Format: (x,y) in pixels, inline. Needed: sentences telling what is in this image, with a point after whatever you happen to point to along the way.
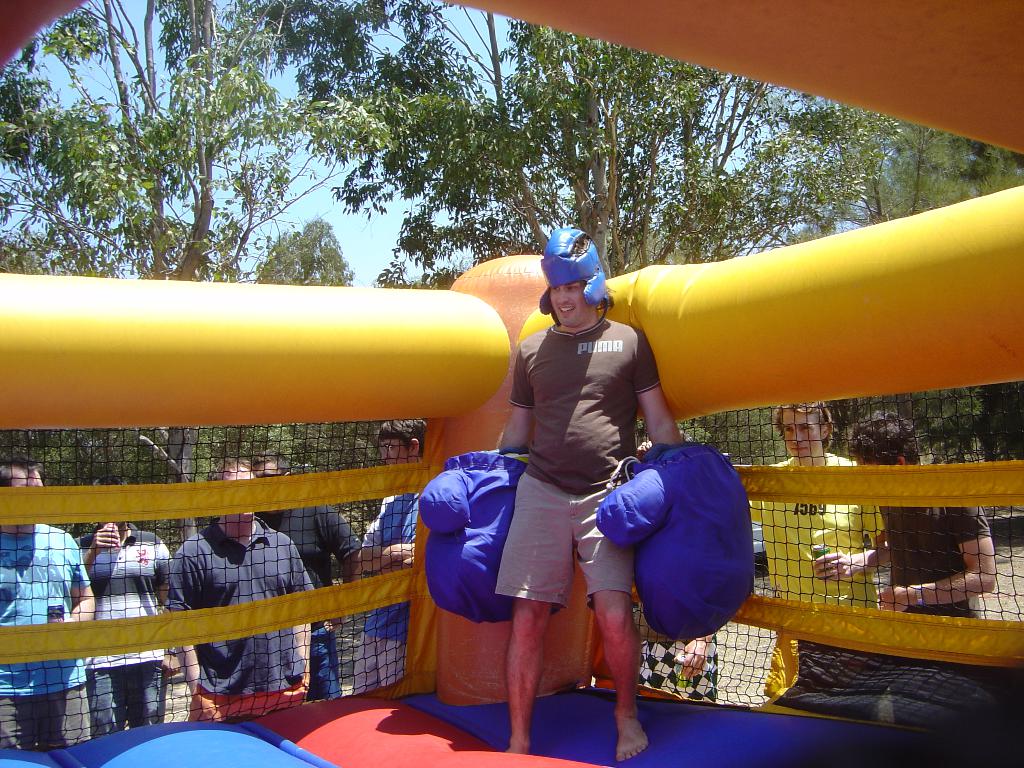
This is an outside view. Here I can see an inflatable boxing ring (319,393). One man (551,507) is wearing gloves (609,488), helmet (578,271) and standing on it. Behind this few men (149,602) are standing. In the background (275,149) there are many trees (430,206) and also I can see the sky (356,239).
